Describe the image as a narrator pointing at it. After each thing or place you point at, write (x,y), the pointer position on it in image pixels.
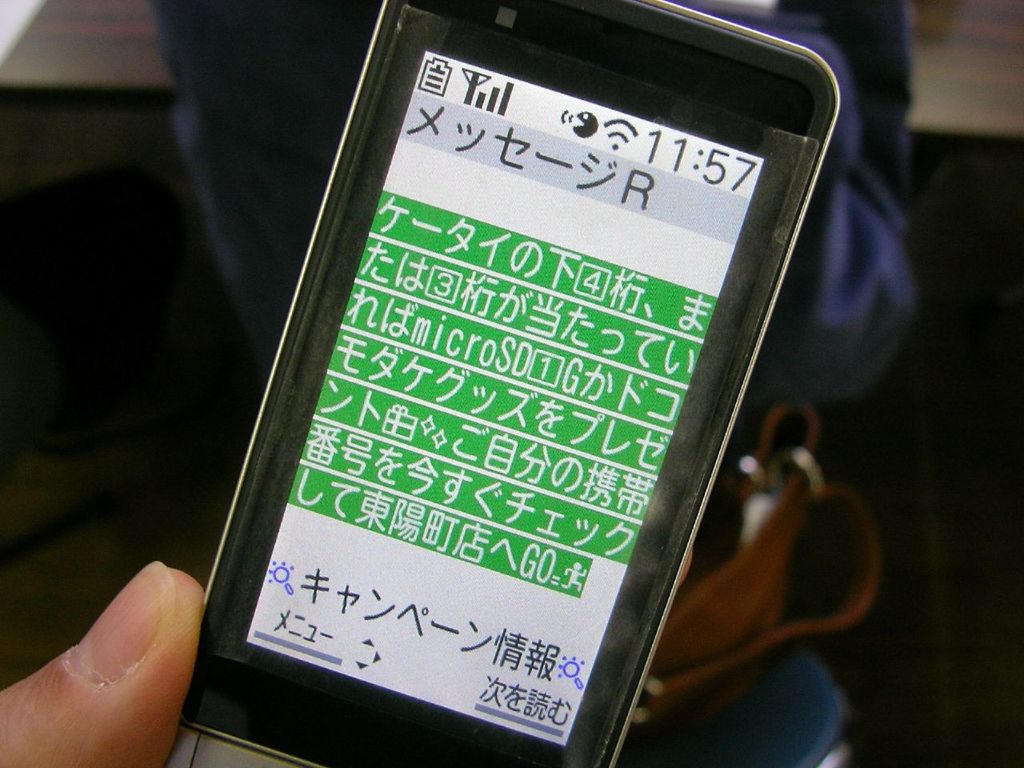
In this picture I can see the person's hand (92,708) who is holding a mobile phone (526,547). In the back (879,267) I can see another person (854,282) who is standing near to the table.
